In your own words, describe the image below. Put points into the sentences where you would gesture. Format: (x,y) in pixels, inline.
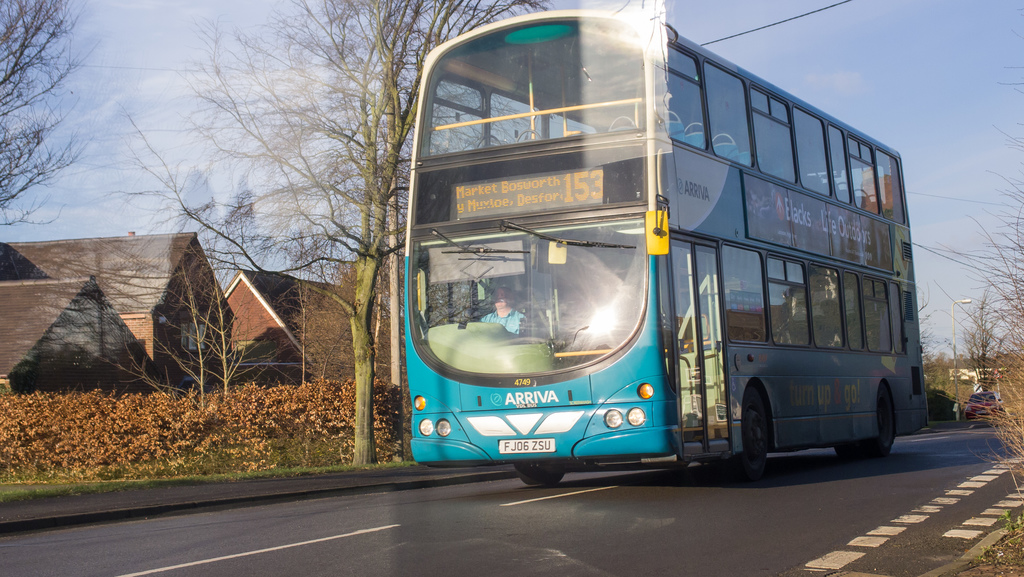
In this picture we can observe a double decker bus (705,330) on the road (610,507) which is in blue color. We can observe a LED display (513,183) on the bus (497,188). On the left side of the road (626,503) there are some plants (159,407) and houses (162,326). We can observe trees (330,171). In the background (842,76) there is a sky (931,143).
